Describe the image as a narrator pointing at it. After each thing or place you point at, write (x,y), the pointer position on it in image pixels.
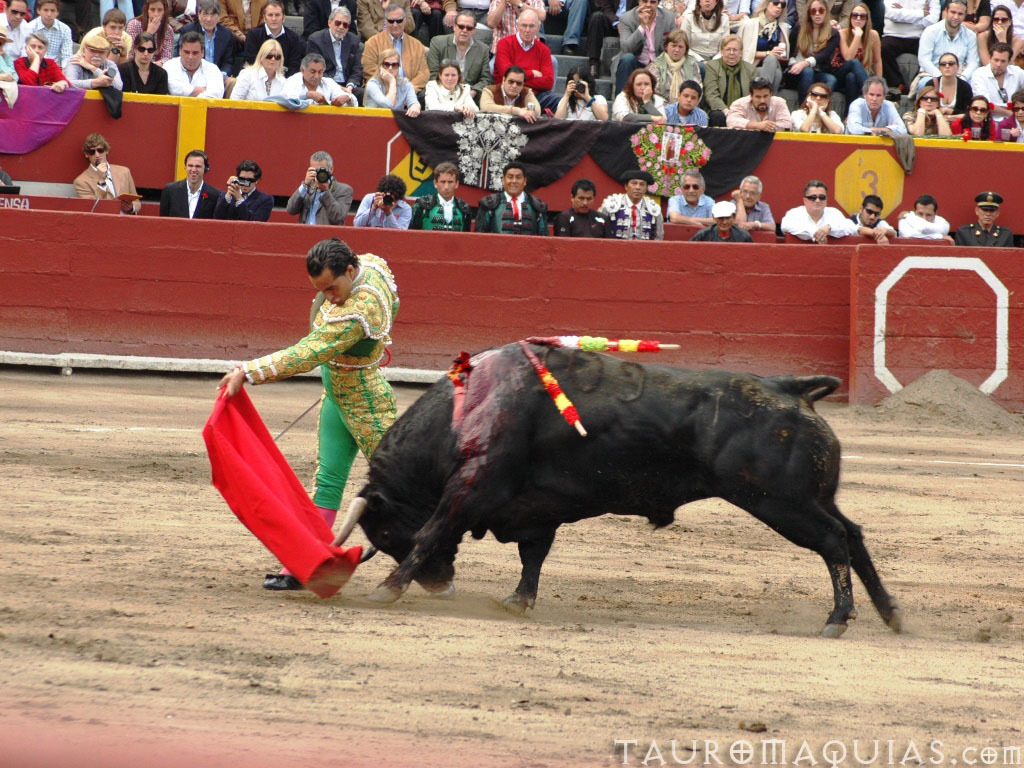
In this image we can see a bull (553,519) on the ground (594,605). We can also see a person (383,405) standing beside it holding a red cloth (245,454) and a stick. On the backside (664,229) we can see a heap of sand (965,430) and a group of people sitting beside the fence (676,232). In that some are holding the cameras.
